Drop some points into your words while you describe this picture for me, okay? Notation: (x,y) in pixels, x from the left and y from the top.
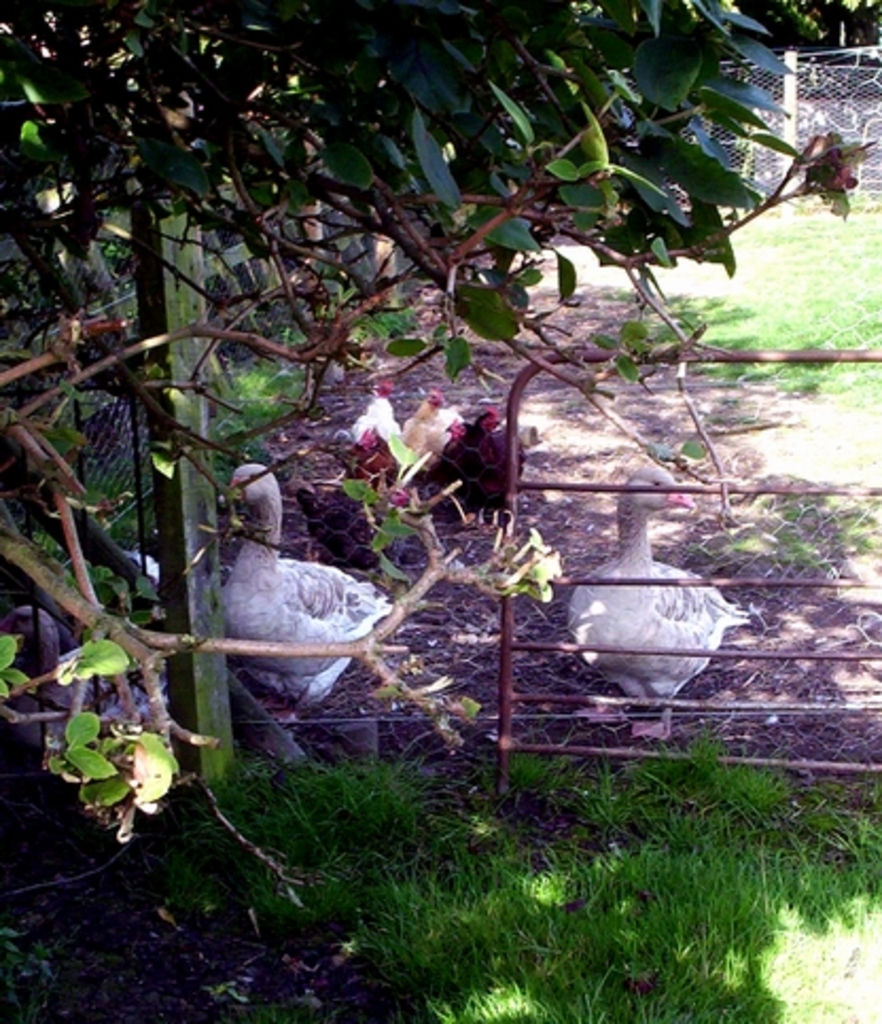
In this picture we can see few trees (163,336), grass (553,924), metal rods (636,704), ducks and few other birds (378,404), in the background (867,134) we can see fence (811,99).
